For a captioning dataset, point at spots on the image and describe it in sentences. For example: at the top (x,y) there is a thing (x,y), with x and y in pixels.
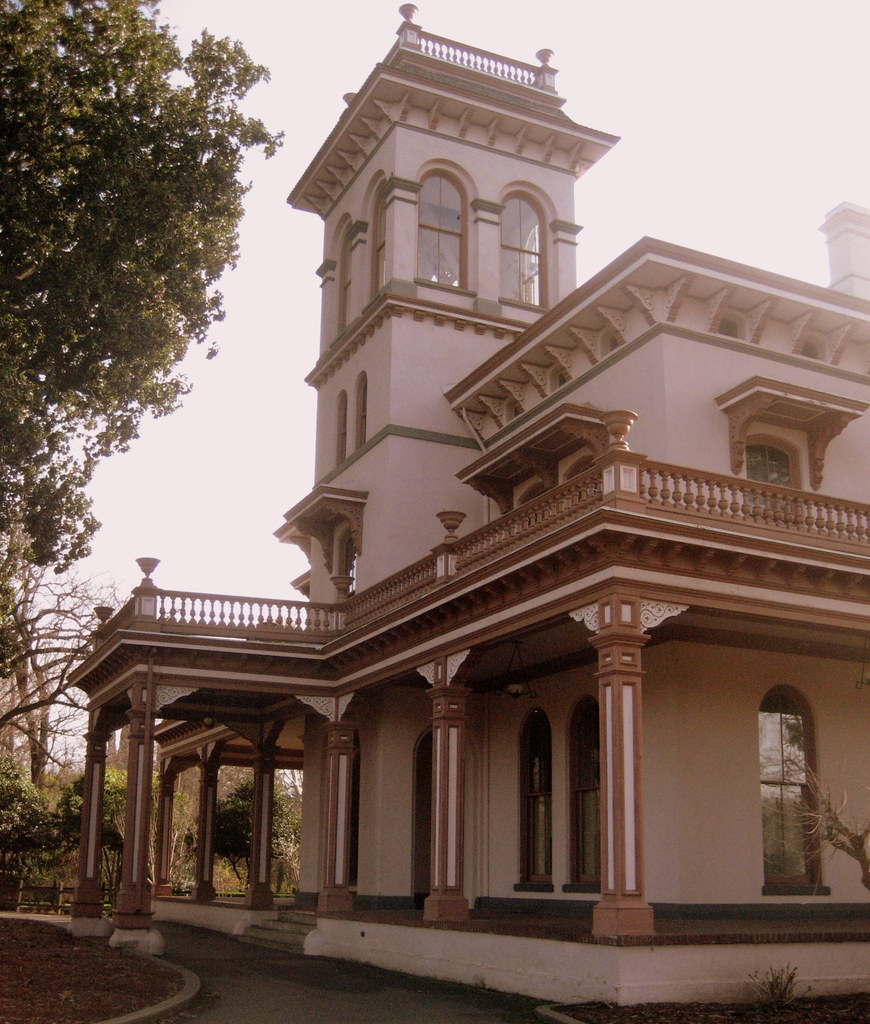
In this image I can see a building (365,604) in white and brown color, trees (201,292) in green color. Background (808,110) the sky (615,149) is in white color.
